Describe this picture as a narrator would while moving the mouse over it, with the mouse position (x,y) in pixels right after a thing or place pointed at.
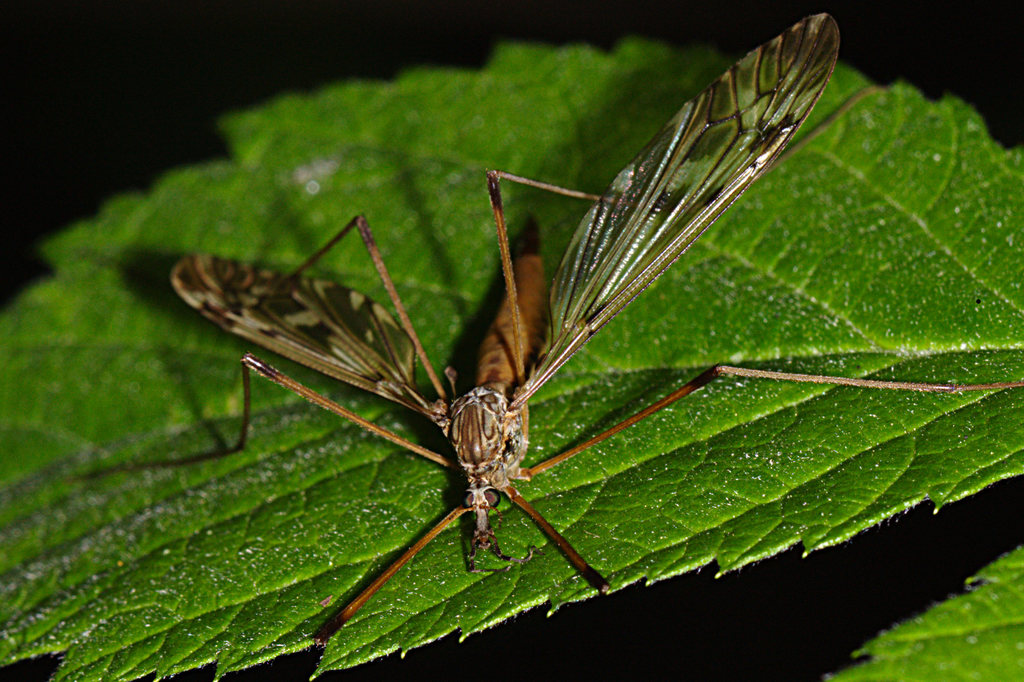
In this picture we can see an insect (525,332) on the leaf (719,447), and it is in the middle of the image (401,429).
